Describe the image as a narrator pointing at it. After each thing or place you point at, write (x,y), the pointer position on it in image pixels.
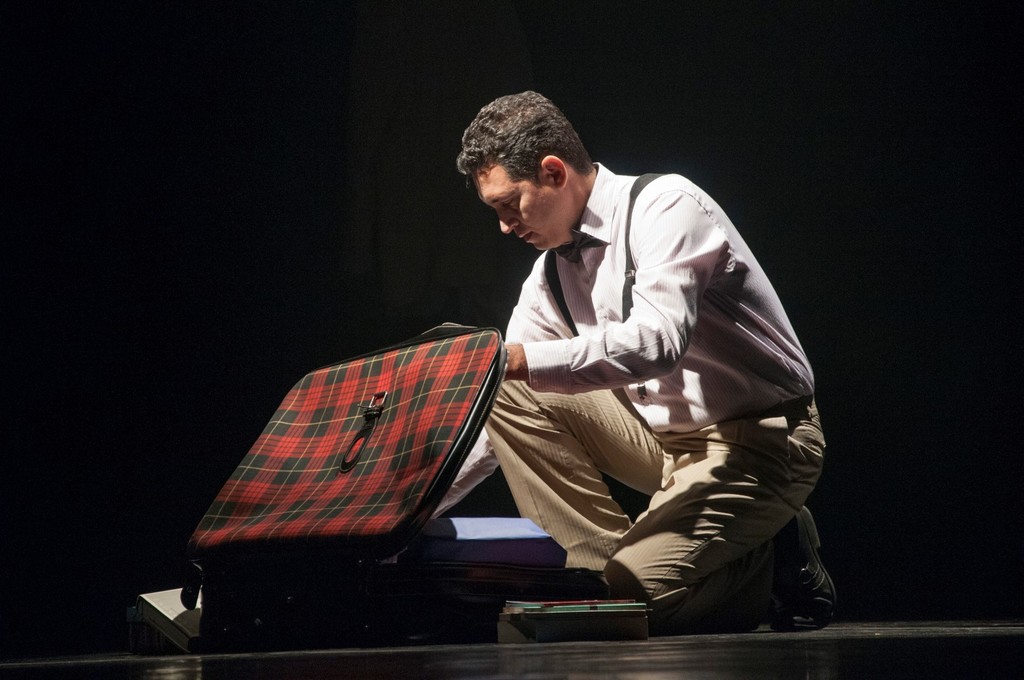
In the image we can see a man (688,375) sitting on the knee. He is wearing clothes (713,481) and shoes (811,593). This is a suitcase (304,502), in it there are books (578,618). This is a floor (825,639) and the background (859,205) is black.
